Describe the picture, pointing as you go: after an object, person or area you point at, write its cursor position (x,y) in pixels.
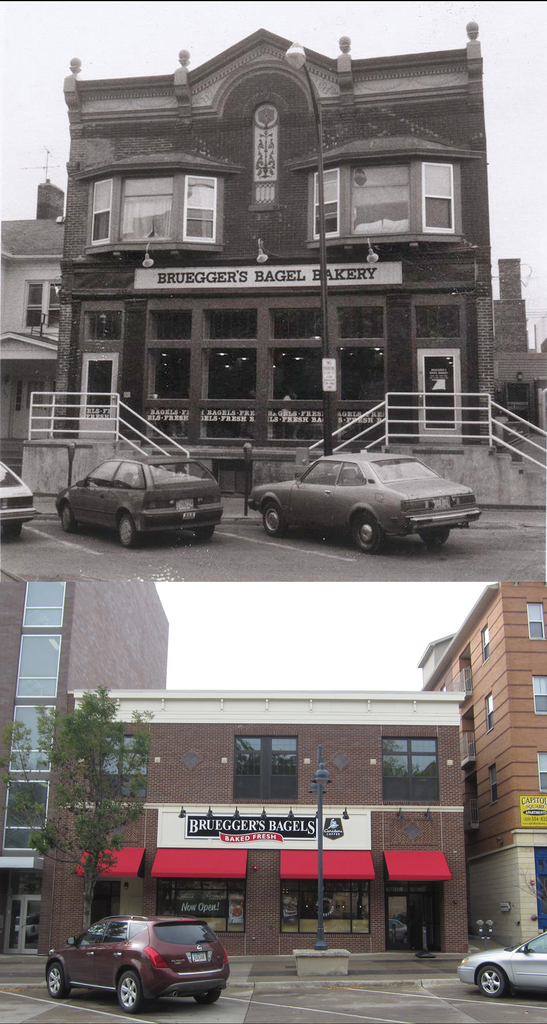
This is collage of two images where we can see buildings (280,390). In front of the building (340,744), cars (221,949) are there.
